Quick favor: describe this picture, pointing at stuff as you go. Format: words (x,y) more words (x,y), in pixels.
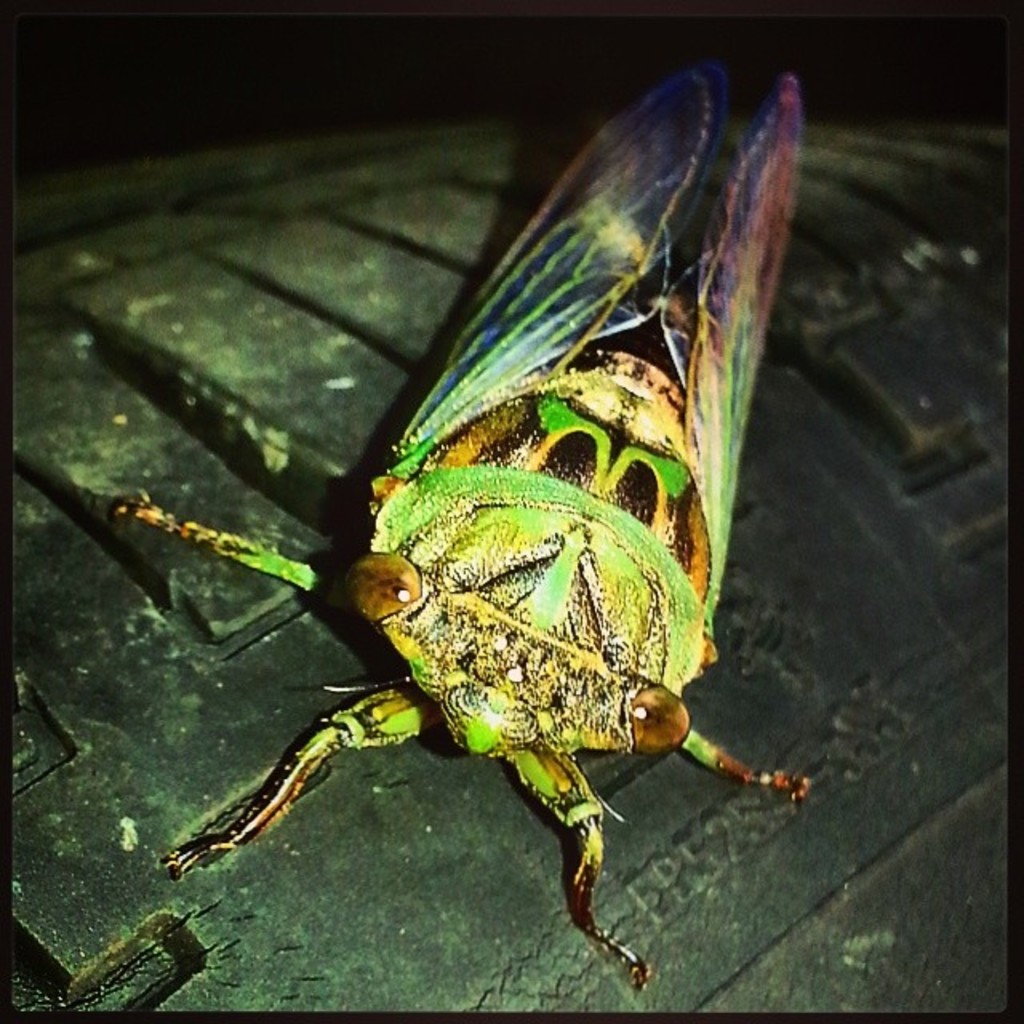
In the center of the image (509,522) we can see an insect (537,451) is present on a tire (337,670).
